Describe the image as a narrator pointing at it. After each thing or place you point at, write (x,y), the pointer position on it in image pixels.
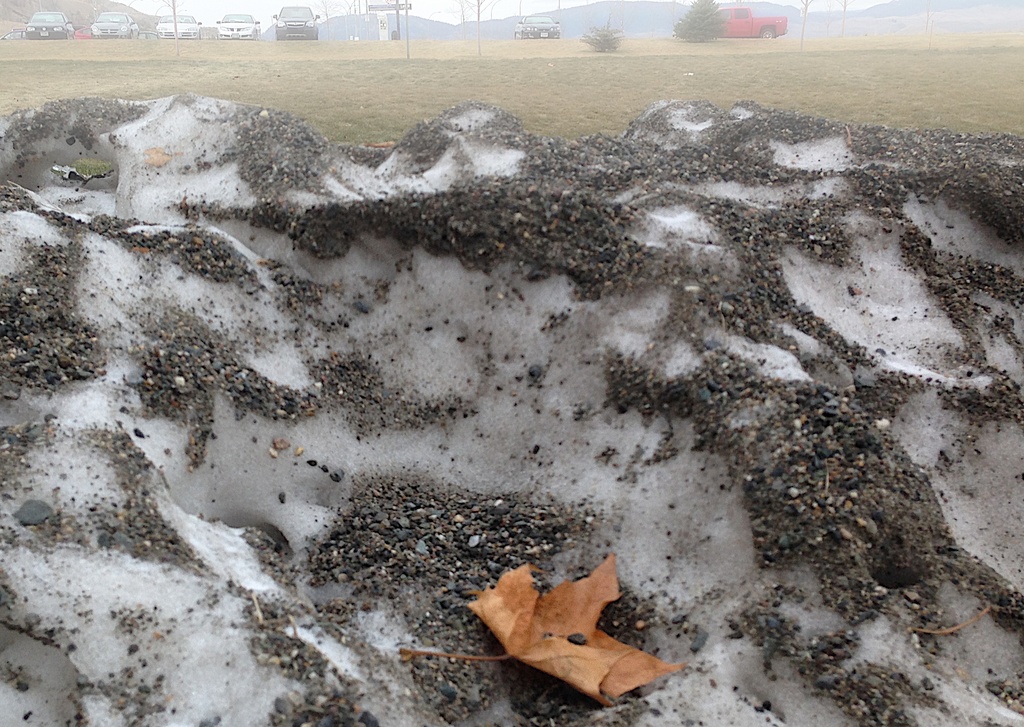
In this image, we can see sand (895,379), there is grass (303,73) on the ground (572,115), we can see some cars (527,22).
